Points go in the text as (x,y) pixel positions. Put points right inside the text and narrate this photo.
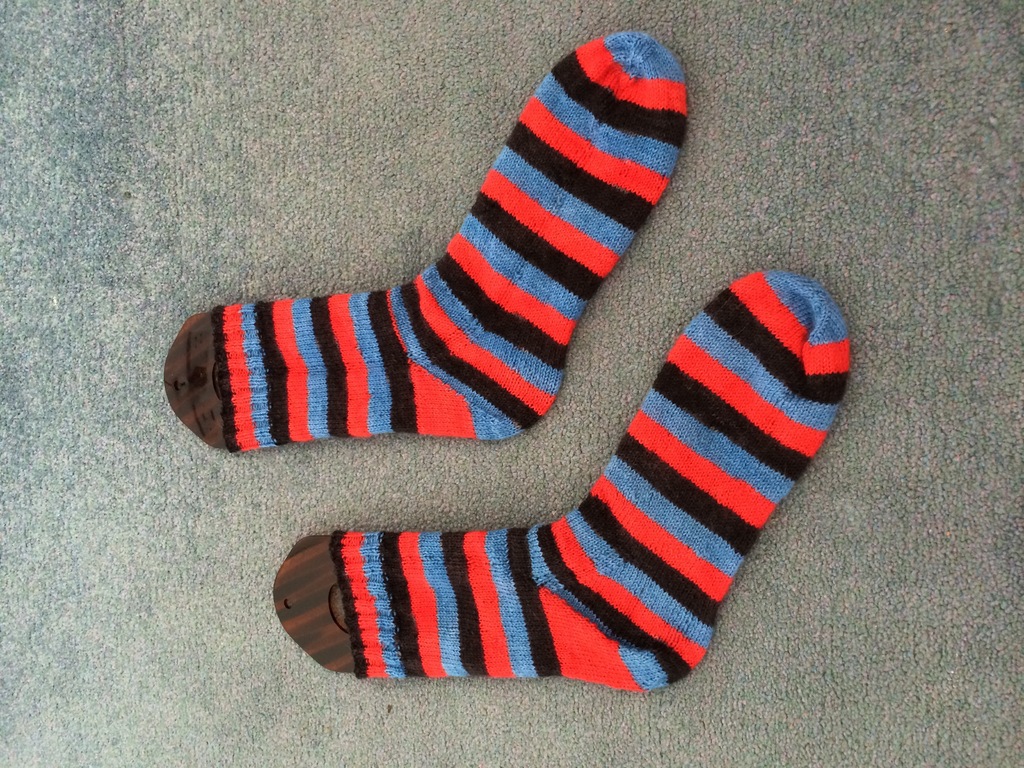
This is a zoomed in picture. In the center (650,400) we can see the socks (609,66) placed on an object (100,461) seems to be the floor (943,200).
